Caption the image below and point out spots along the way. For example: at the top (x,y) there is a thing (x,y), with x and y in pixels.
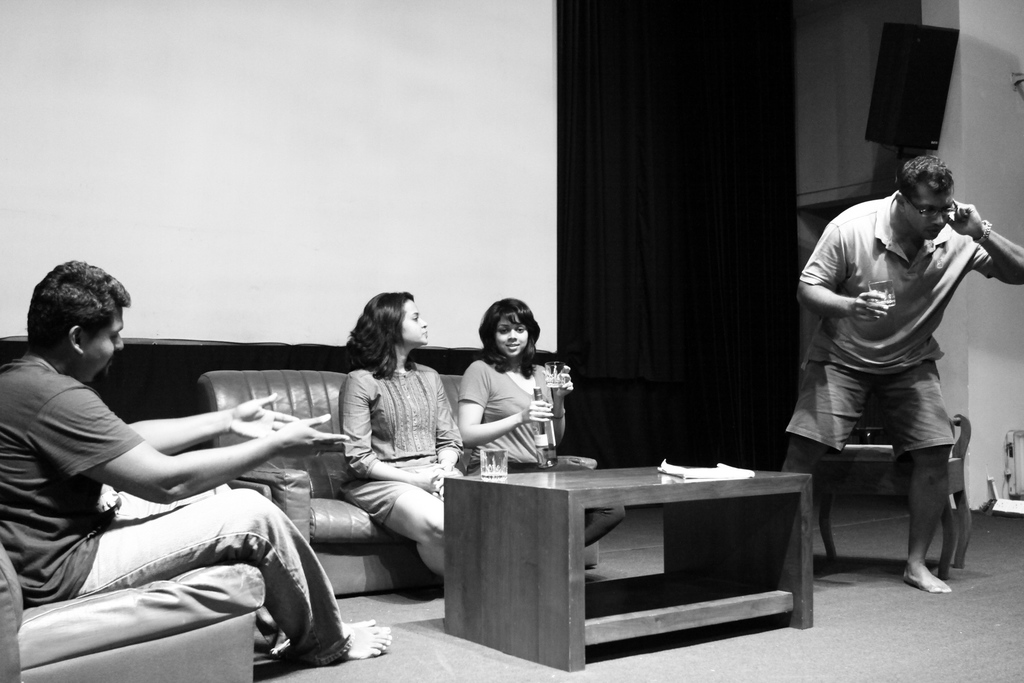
In this picture there are three people (423,395) are sitting on sofas (198,598) and a guy (814,388) is standing and talking on the mobile phone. There is a table (569,533) on the floor (814,560). In the background (689,207) there is a black curtain (683,173) and a box (882,93) hanged to the wall (863,90).
